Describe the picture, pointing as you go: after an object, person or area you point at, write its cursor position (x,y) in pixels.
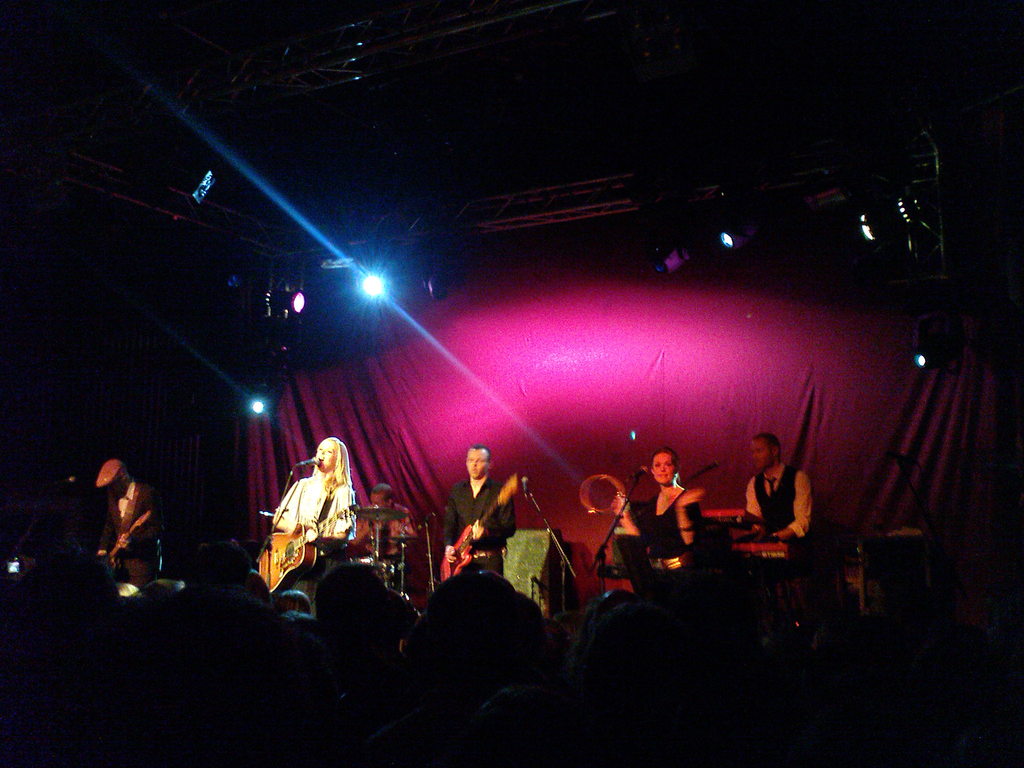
This picture shows few people (287,512) playing musical instruments (271,564) couple of them playing guitar (306,552) and a woman (630,516) standing and singing with the help of a microphone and a man (766,529) standing and playing piano (754,539) and we see couple of lights (737,244) on the roof (693,244) and we see red colour cloth (463,423) on the background (346,393) and we see a man (131,566) standing and playing guitar (110,557) on the side and we see audience (66,580) watching.
